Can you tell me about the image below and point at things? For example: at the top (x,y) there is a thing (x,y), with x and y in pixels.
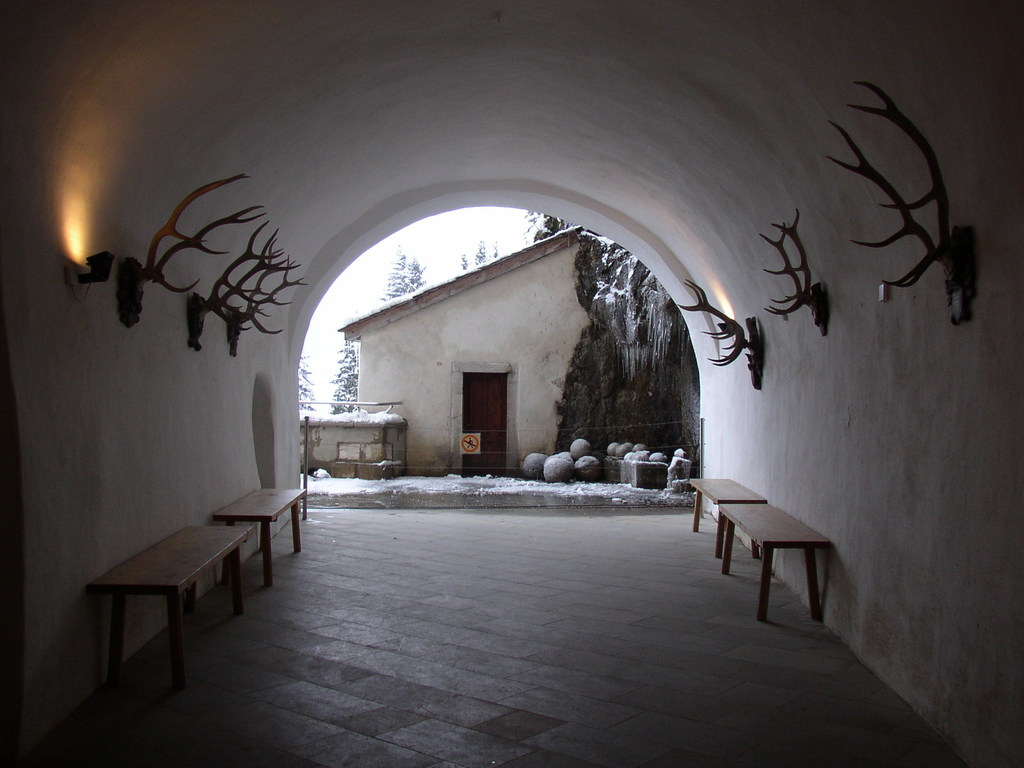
In this image we can see an inside of a building (180,307). On the walls (180,307) we can see objects (197,318) look like horns (155,271) of a deer (204,304). There are few benches (114,601) beside the walls (148,601). In the background (470,428), we can see a house (505,403), a door (498,422), plants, stones (687,474) and trees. On the door (484,413), we can see a poster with text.
